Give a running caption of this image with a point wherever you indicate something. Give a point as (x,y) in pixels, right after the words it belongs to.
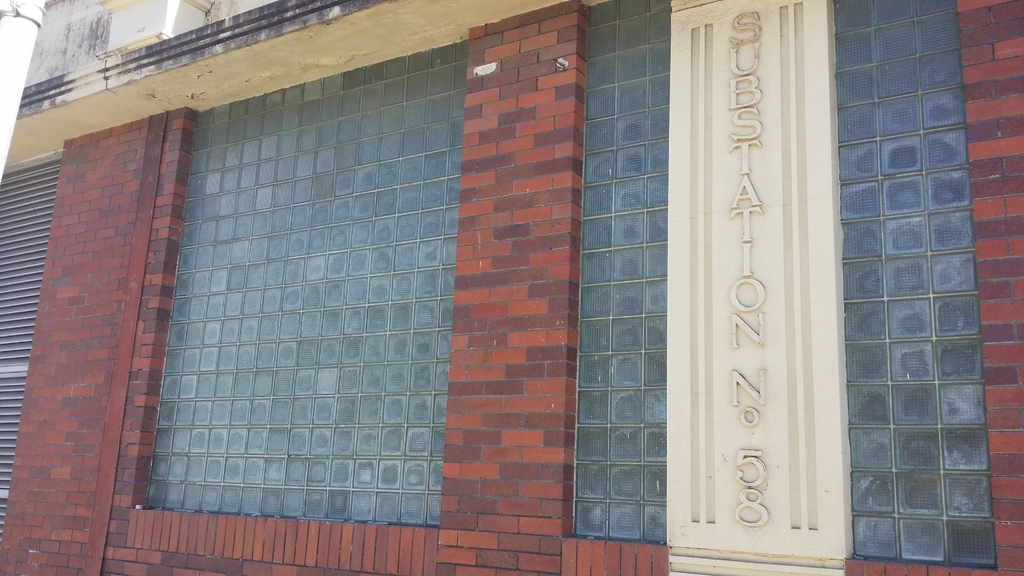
In this image we can see a building (326,129) and there is some text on the wall (769,408).
